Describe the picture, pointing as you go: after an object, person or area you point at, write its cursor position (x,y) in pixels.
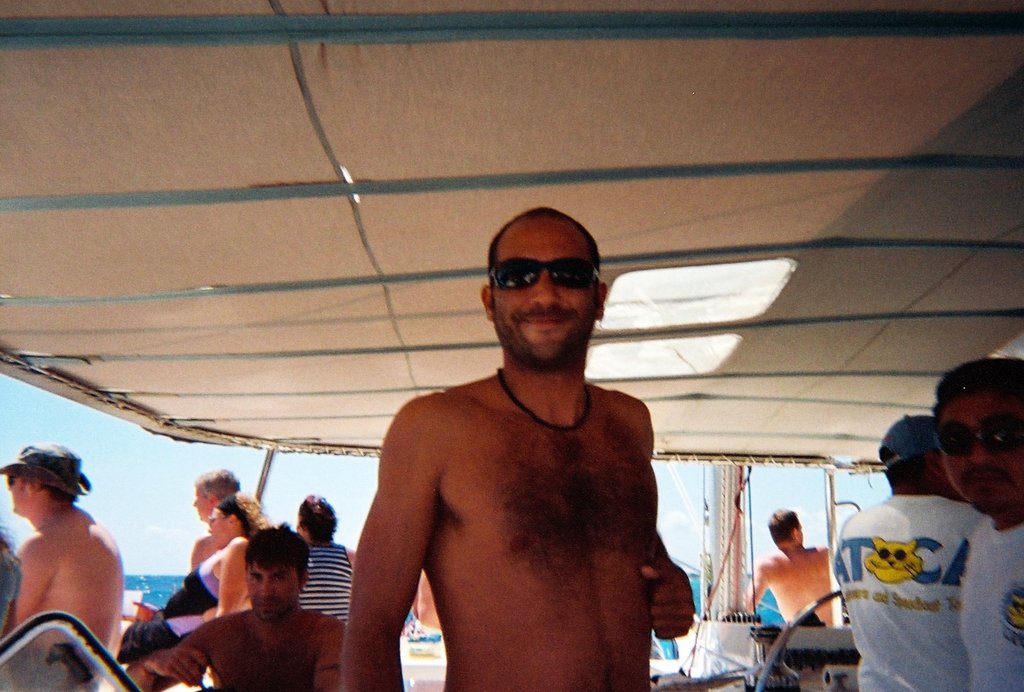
In this image we can see some people (464,524) standing under a roof (415,356). On the backside (278,513) we can see a large water body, poles (260,485) and the sky (138,477) which looks cloudy.
